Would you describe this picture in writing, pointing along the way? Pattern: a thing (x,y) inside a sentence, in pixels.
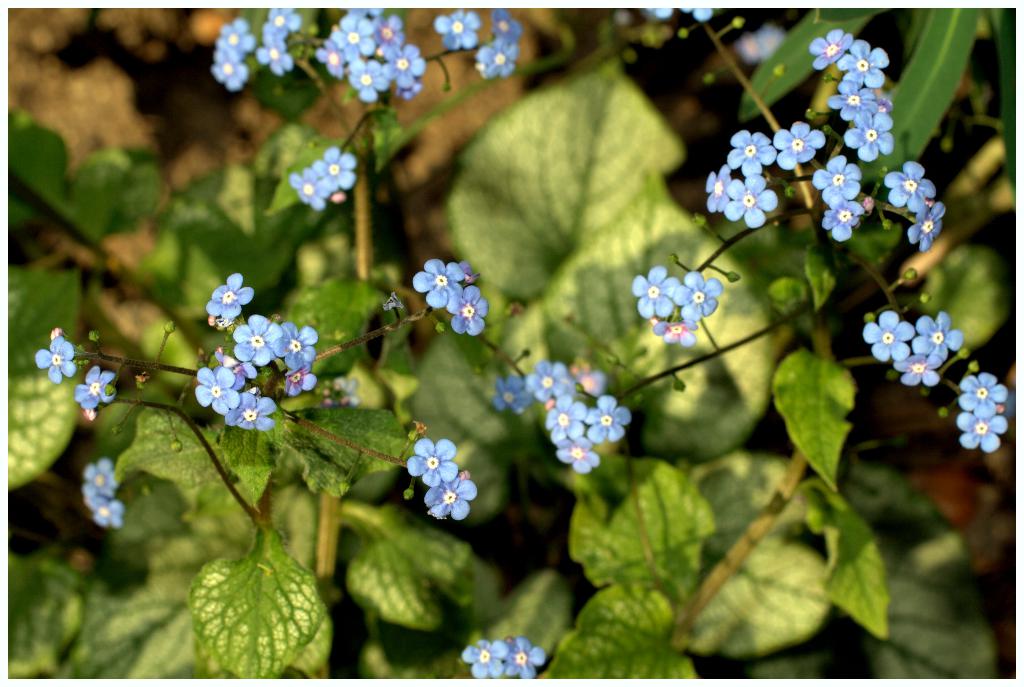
In this image we can see some plants (356,427) with flowers (645,306) on it.
